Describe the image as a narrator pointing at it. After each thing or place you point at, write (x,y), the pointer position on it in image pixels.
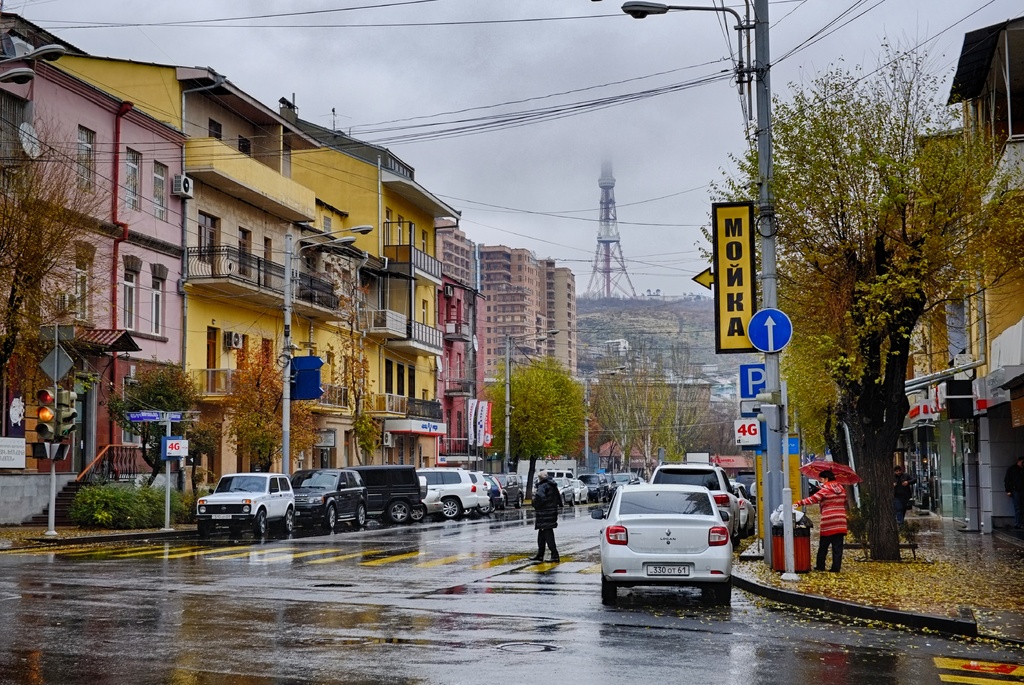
In the image there is a wet road (429,568), there are a lot of vehicles (328,473) parked beside the road (761,672) and on the left side (235,304) there are many apartments (390,308) and buildings (520,306) and around the road (748,671) there are some trees (837,381) and caution boards (745,331), in the background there is a tower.
